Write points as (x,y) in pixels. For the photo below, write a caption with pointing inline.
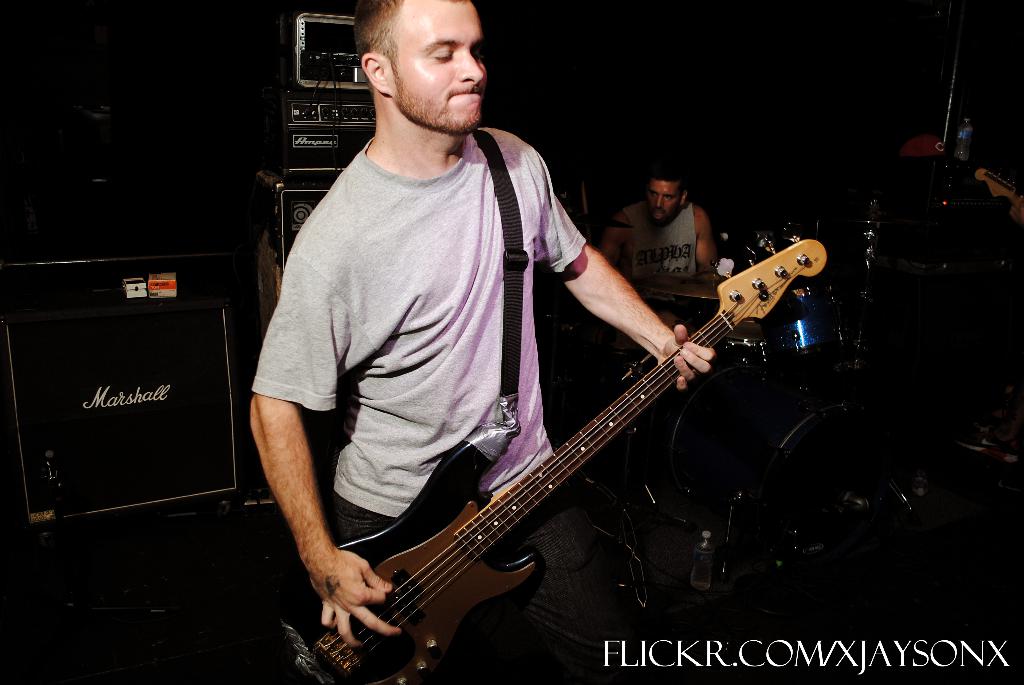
In this image these are playing a musical instruments (726,441).
